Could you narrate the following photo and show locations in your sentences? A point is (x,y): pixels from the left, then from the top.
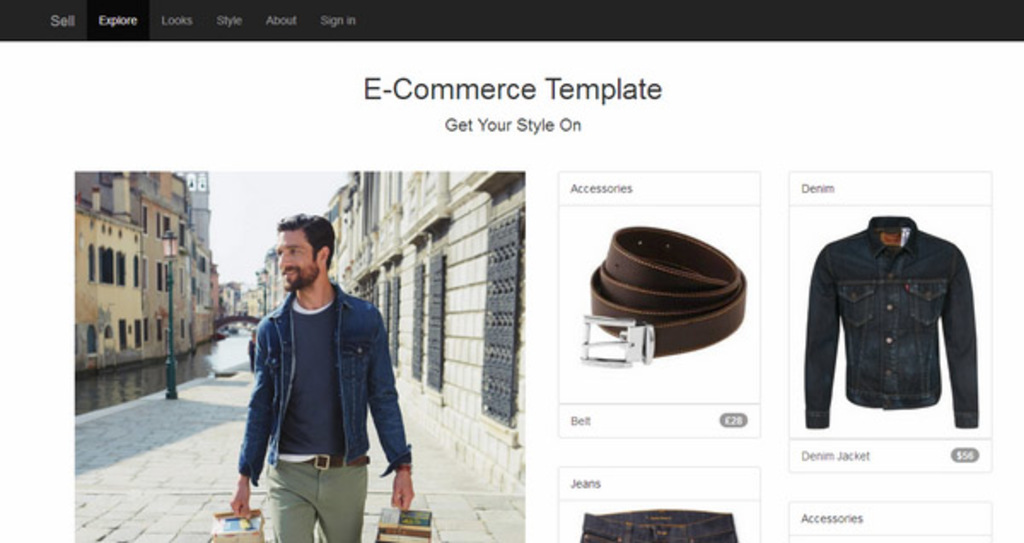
In this image there is a web page (601,362) on a shopping site with images (677,254) of costumes (892,401), accessories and some text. On the left side of the image (310,479) there is a person (358,425) walking on the streets (186,502) by carrying some objects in his hand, beside the person (288,376) there is a lake (200,361), lamp posts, in the background of the image (238,298) there is a person (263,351) walking and there are buildings (111,307). At the top of the image (299,181) there is sky (258,219).
